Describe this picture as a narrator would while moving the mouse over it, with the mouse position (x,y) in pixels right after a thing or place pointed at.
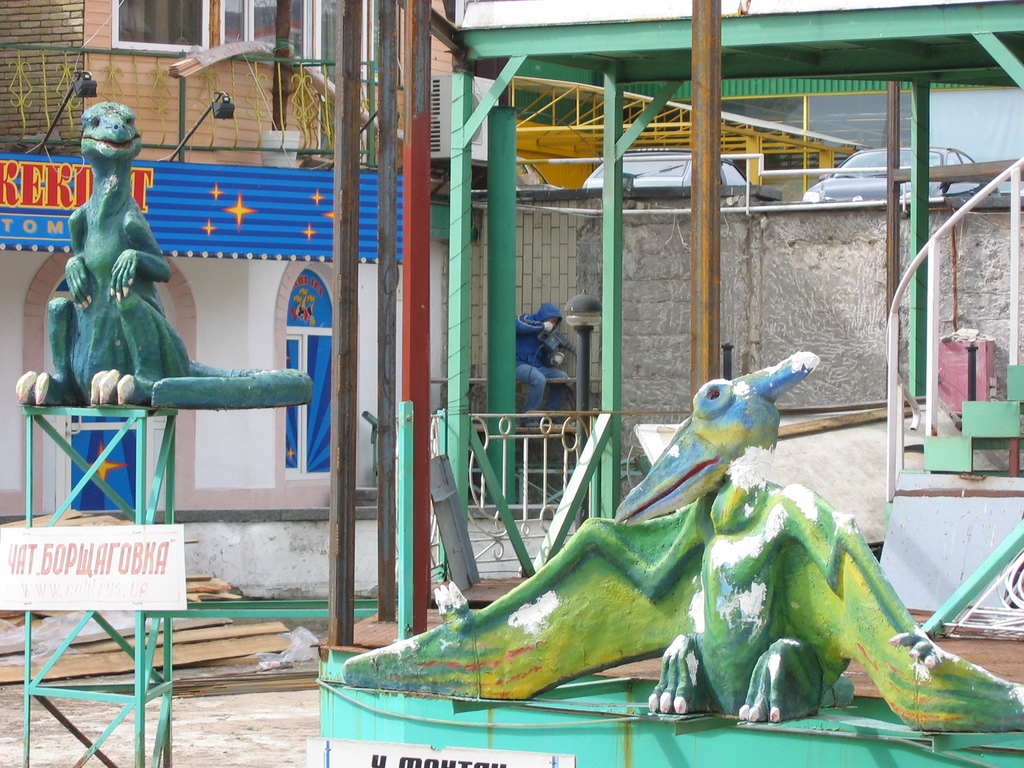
In this image there is a man (536,325) sitting, he is holding an object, there are windows (308,35) towards the top of the image (138,25), there is a wall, there are lights (226,109), there are cars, there is a board (270,191), there is text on the board (162,189), there are objects (926,529) towards the right of the image (964,368), there are objects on the ground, there are objects (167,360) that resemble animals (275,396), there is a board (346,766) towards the bottom of the image (439,754), there is an object (511,740) towards the bottom of the image (126,649).
